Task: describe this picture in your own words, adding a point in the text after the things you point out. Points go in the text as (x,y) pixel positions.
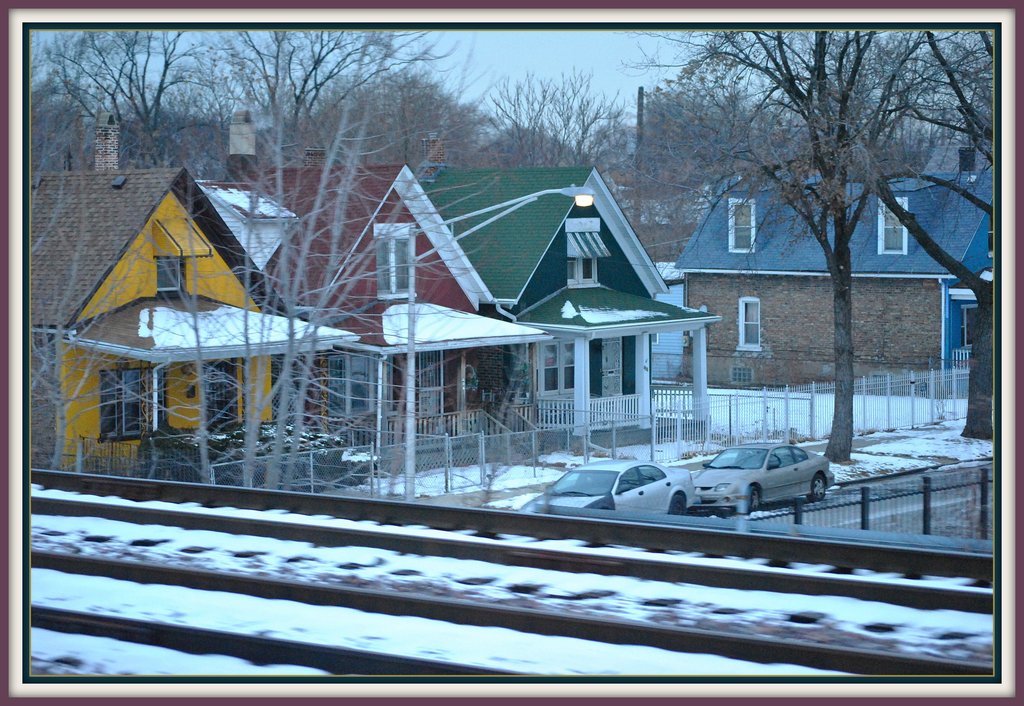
This is the picture of some houses (542,251) and around there are some trees (979,381), cars (707,495) snow (274,562) and a train track (261,535) to the side.
